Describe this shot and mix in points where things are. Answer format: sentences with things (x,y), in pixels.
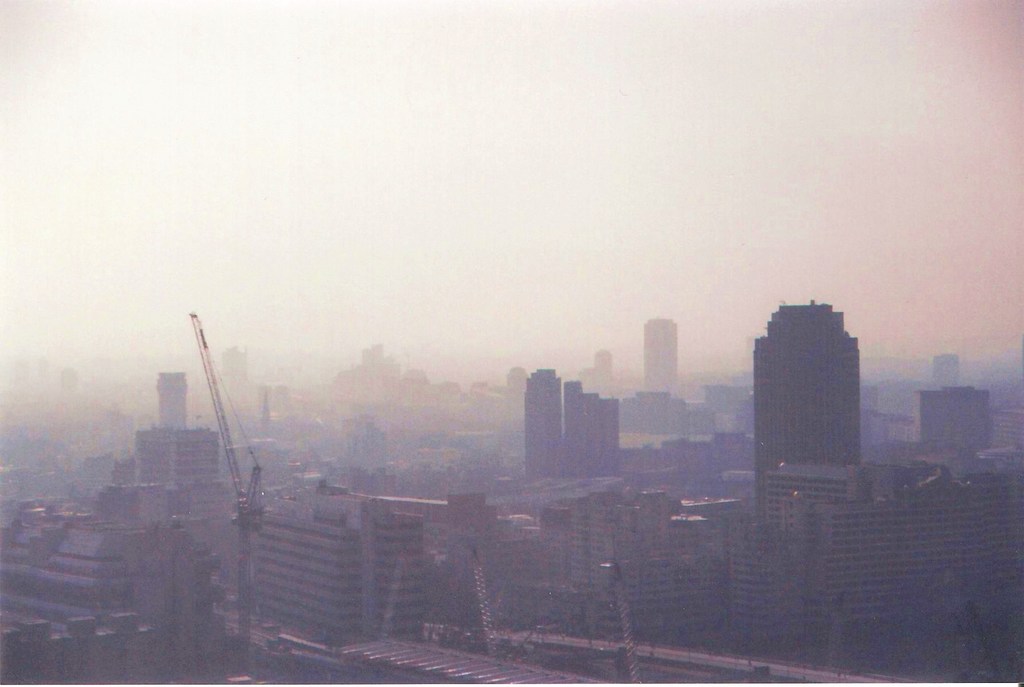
In this image we can see many buildings (440,514). Also there are tower cranes (252,557). And the image is looking blur.
